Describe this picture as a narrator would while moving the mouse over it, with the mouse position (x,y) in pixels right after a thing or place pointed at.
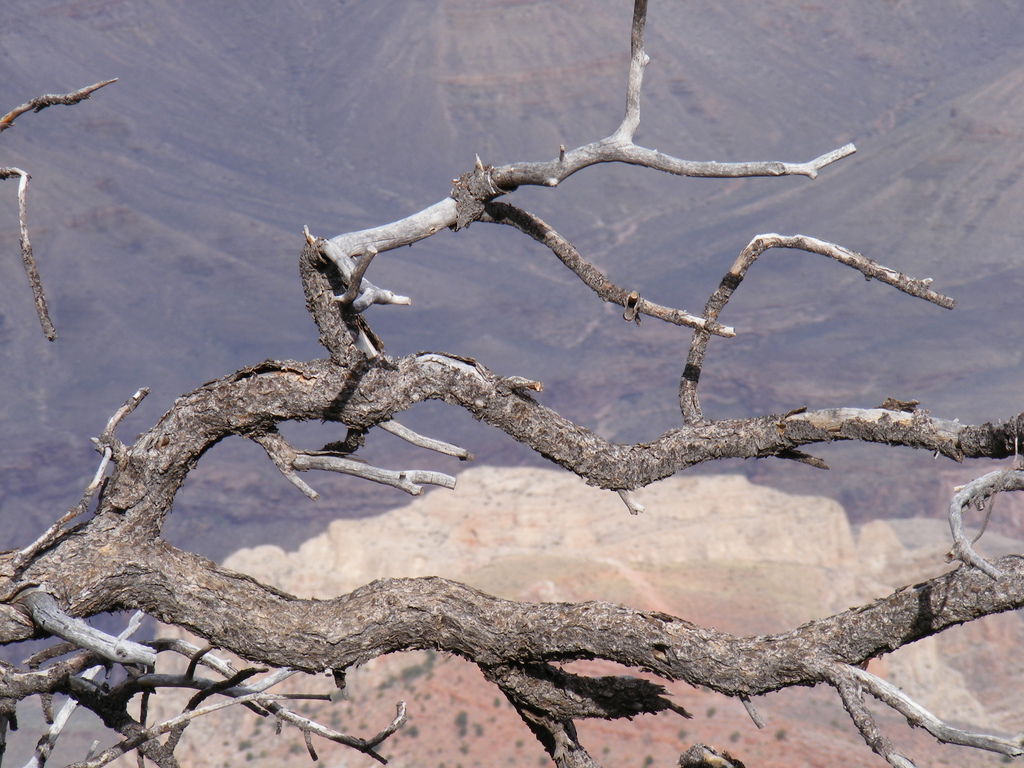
Here in this picture we can see branches (247,433) of a tree (207,665) present in the front (328,345) and in the far we can see grass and plants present on the ground (689,50).
